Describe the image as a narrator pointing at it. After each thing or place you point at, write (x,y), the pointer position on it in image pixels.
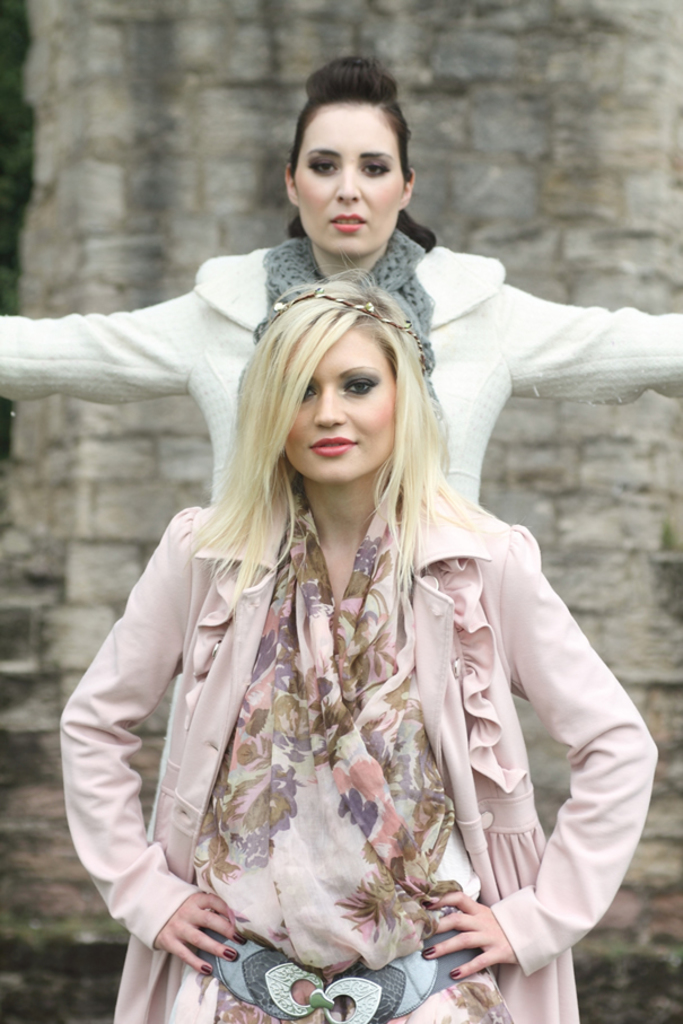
In this image we can see two women (235,728). Here we can see a woman (436,656) in the foreground (235,580) is looking beautiful. In the background (402,257), we can see a woman (291,244) stretches her hands (131,367).
